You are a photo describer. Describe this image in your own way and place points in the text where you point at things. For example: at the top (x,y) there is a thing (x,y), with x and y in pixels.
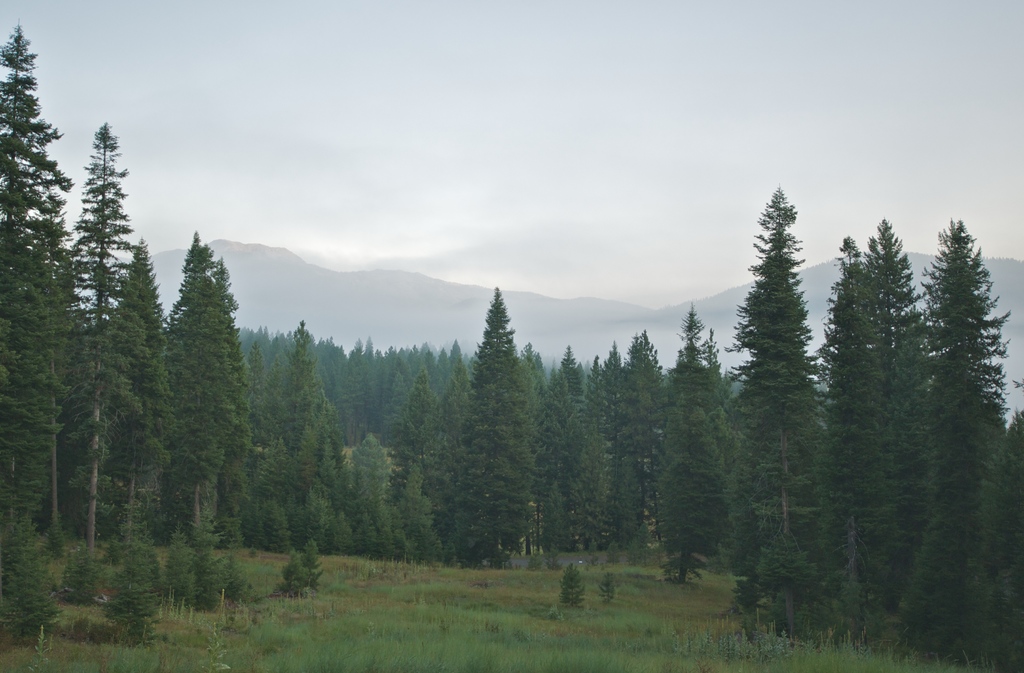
In this image I can see number of trees (850,628), grass (754,659), mountains (812,349) and the sky (433,126).
